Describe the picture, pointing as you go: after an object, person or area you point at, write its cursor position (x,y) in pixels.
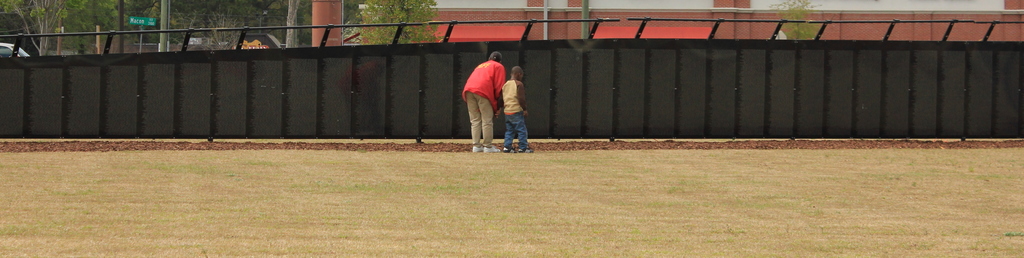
In this image I can see two persons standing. The person (470,116) in front (482,151) wearing red color jacket (478,93), cream color pant (479,132) and the other person (521,106) wearing brown shirt (511,95), blue color pant (518,120). Background (471,26) I can see a building (502,28) in red color, trees (378,21) in green color.
